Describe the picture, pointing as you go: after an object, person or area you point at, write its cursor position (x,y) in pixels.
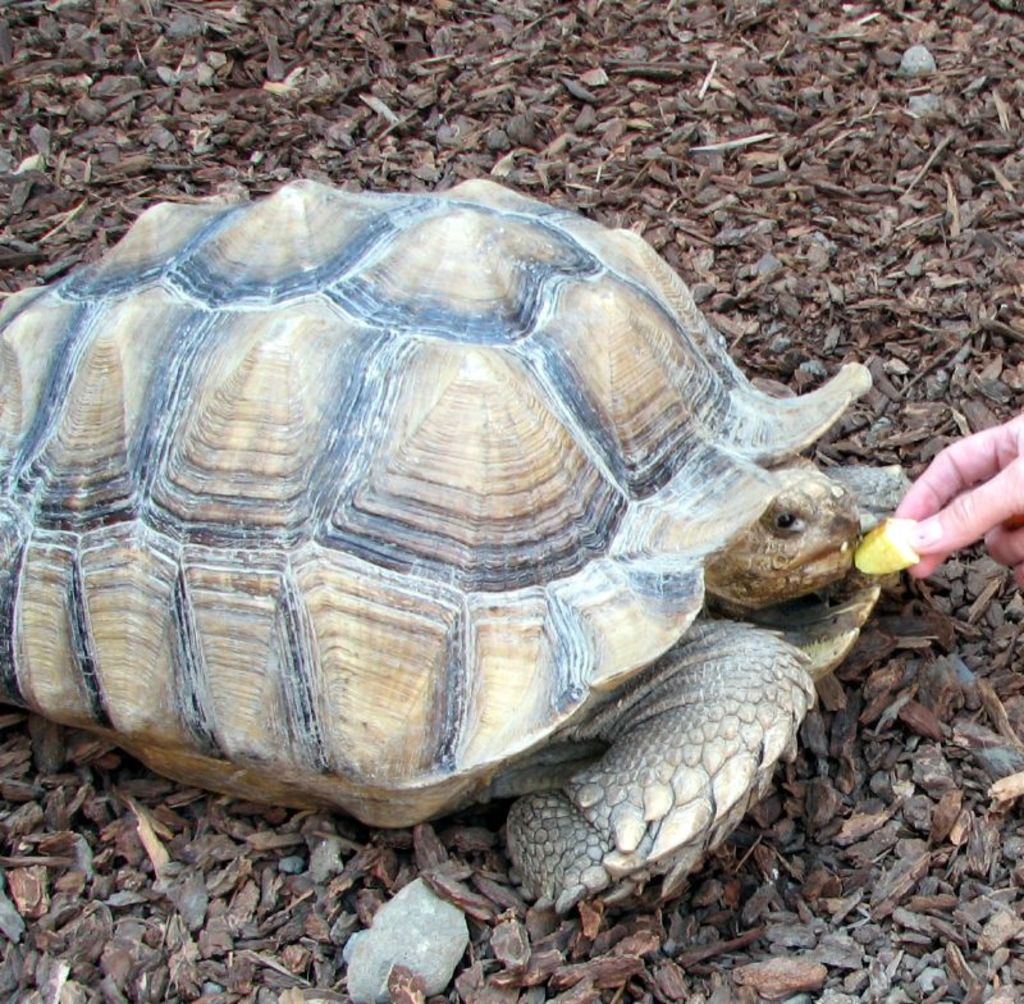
It is a tortoise (745,729), on the right side (980,508) human (985,488) is feeding it.
